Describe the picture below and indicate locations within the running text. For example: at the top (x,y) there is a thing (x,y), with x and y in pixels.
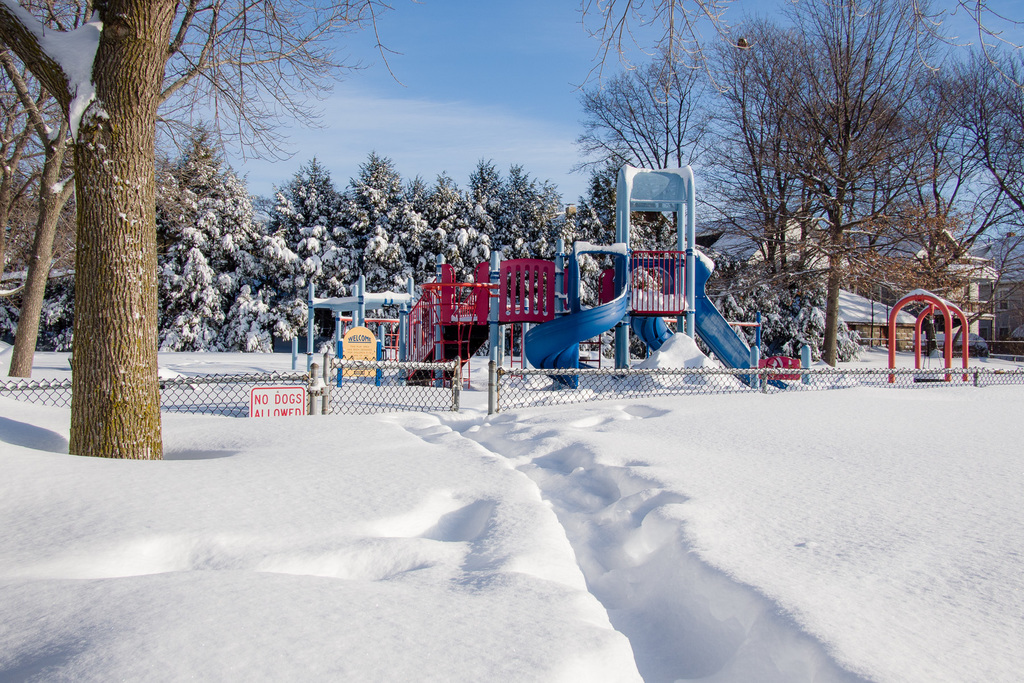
There is snow (277,479) in the foreground area of the image (535,412), there are slides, net boundary (814,380), trees (459,248), it seems like houses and the sky (392,109) in the background (436,133).
